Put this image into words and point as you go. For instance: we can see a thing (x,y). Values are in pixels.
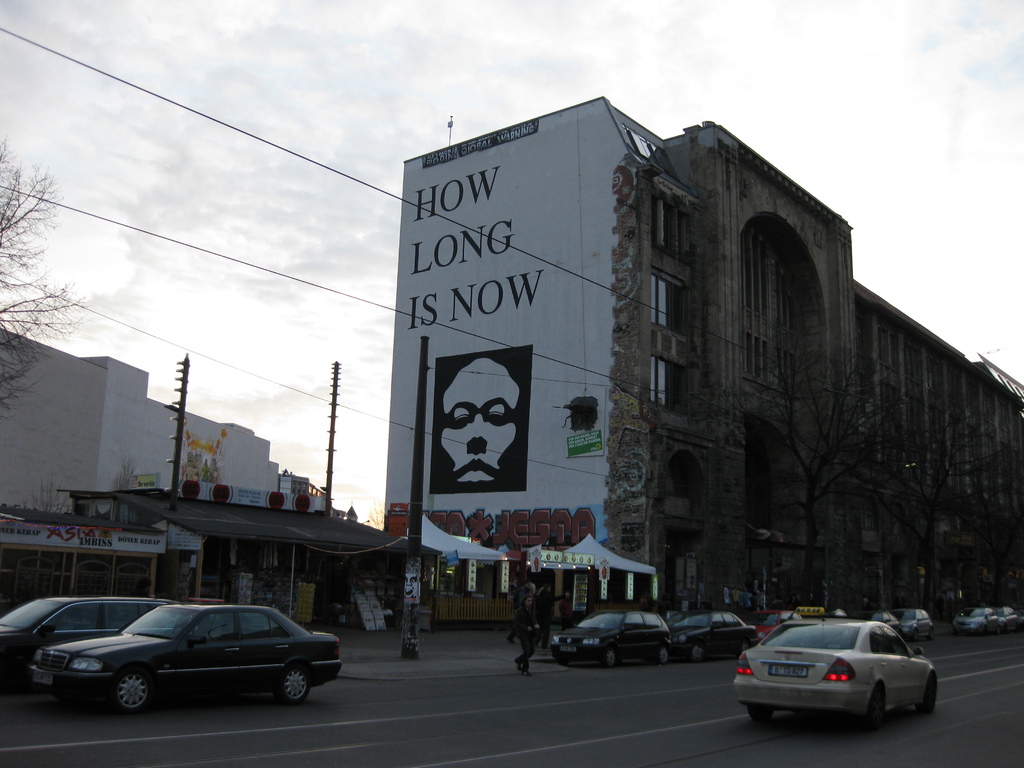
There are cars (1000,624) on the road (610,703). Here we can see few persons (542,599), poles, trees (1000,529), boards (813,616), and buildings (578,373). In the background (575,29) there is sky (684,107).
